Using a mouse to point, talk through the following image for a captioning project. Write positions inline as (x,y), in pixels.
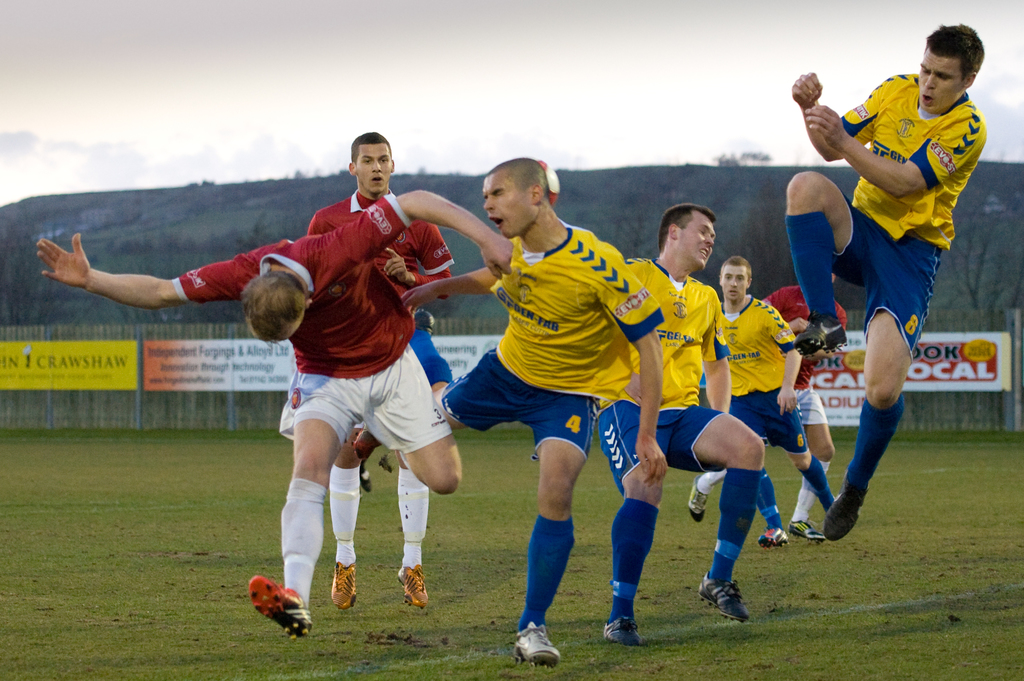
In this image we can see a group of people (614,389) playing on the ground (597,468), behind them there is a fence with some boards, also there are mountains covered with trees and above that there is a sky (129,155).
